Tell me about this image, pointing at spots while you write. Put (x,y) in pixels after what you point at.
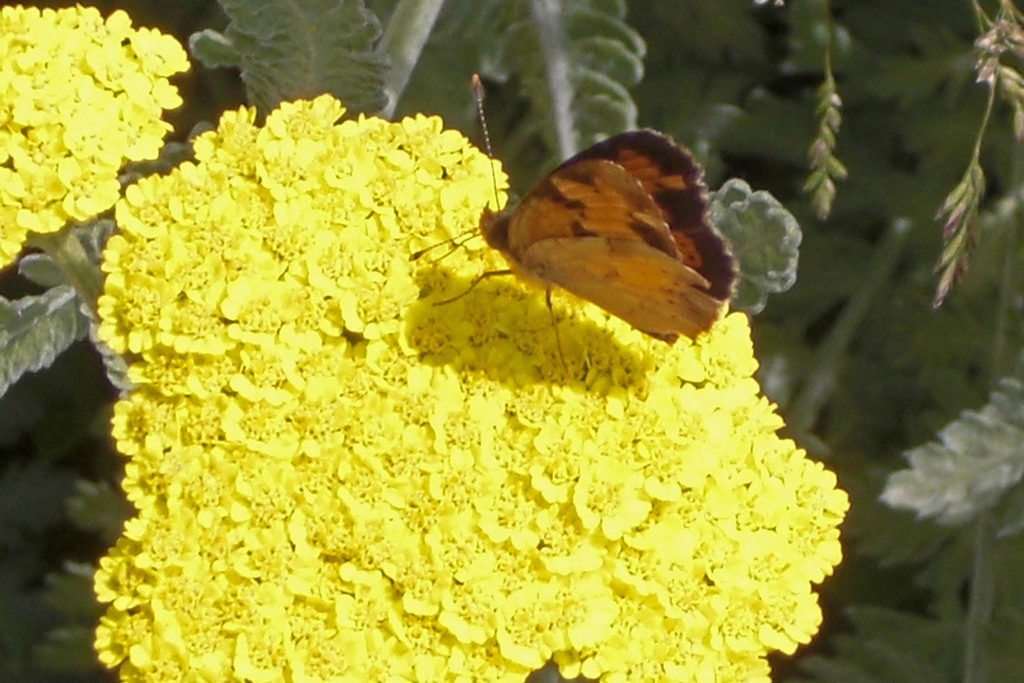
In this image I can see a butterfly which is in brown color and the butterfly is on the flower (363,357), and the flower (354,409) is in yellow. Background (290,32) I can see leaves (543,98) in green color.
